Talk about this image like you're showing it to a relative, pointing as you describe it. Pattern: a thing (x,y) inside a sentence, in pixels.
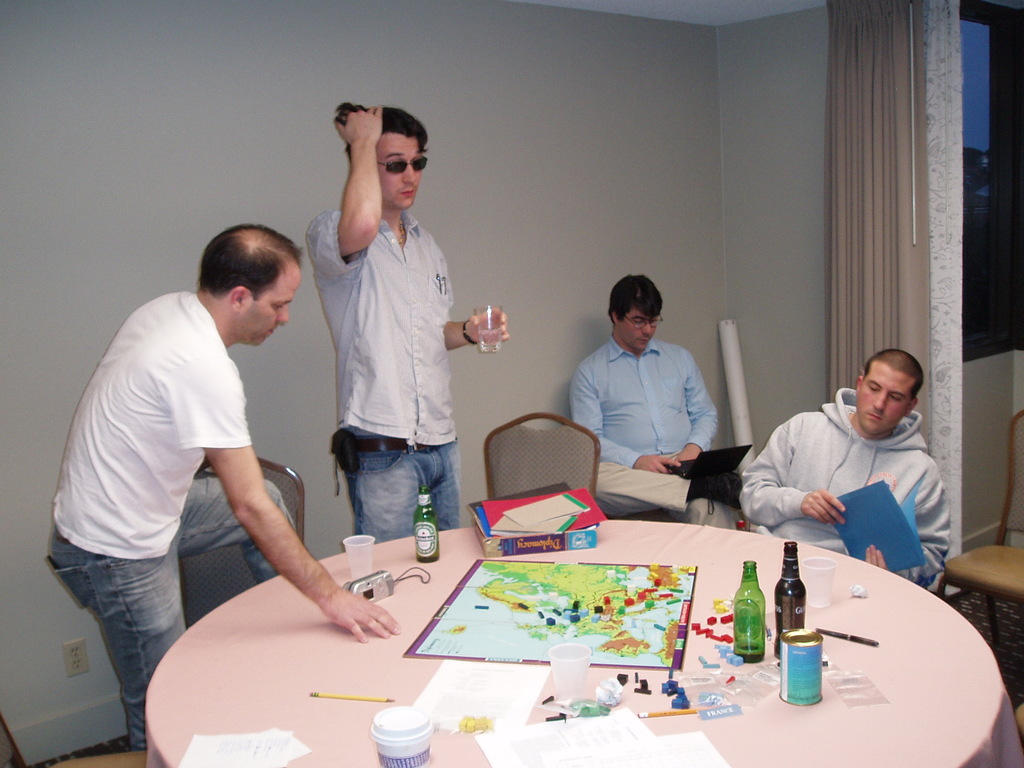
In this image I see 4 men (389,525), in which 2 of them are sitting and other 2 are standing, I can see few chairs (215,566) and a table (226,721) on which there are bottles (418,523), cups (376,739) and few things (497,588) on it. In the background (726,62) I see the wall (506,357) and the curtain (953,30).
